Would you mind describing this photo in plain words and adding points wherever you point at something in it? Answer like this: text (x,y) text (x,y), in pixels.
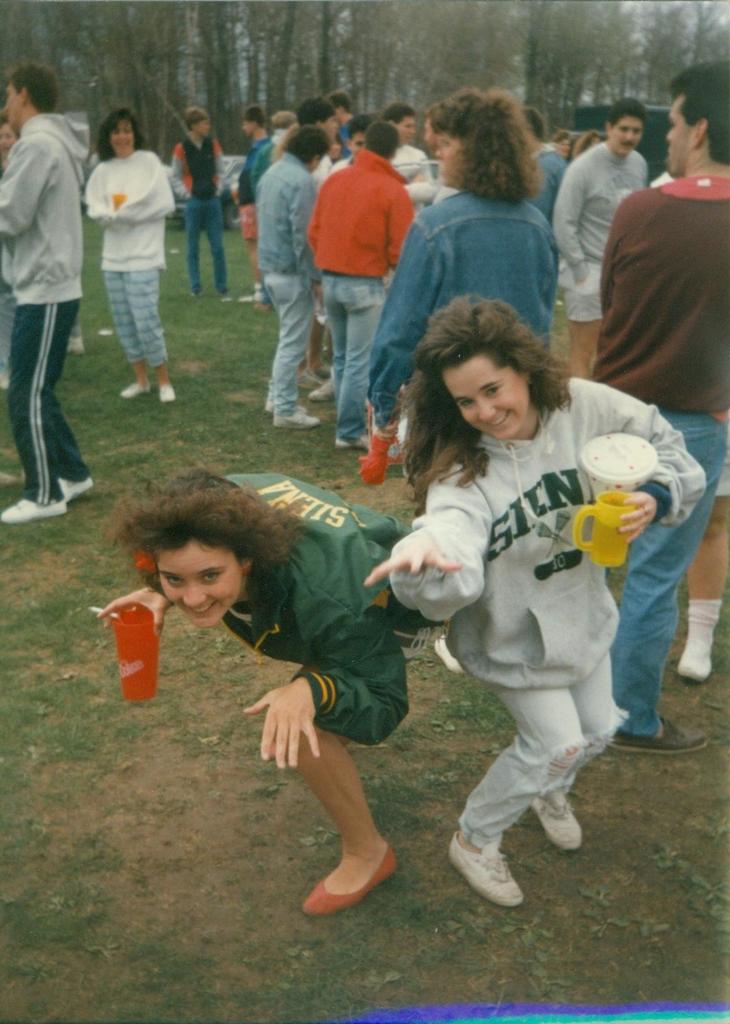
In this picture there are two women (480,420) who are smiling and holding the glass (122,657). In the back (526,206) I can see many persons (689,308) who are standing on the ground (267,347). In the background (330,42) I can see many trees (564,45). In the top right (717,11) I can see the sky (675,53). At the bottom (382,937) I can see the green grass (493,943).
